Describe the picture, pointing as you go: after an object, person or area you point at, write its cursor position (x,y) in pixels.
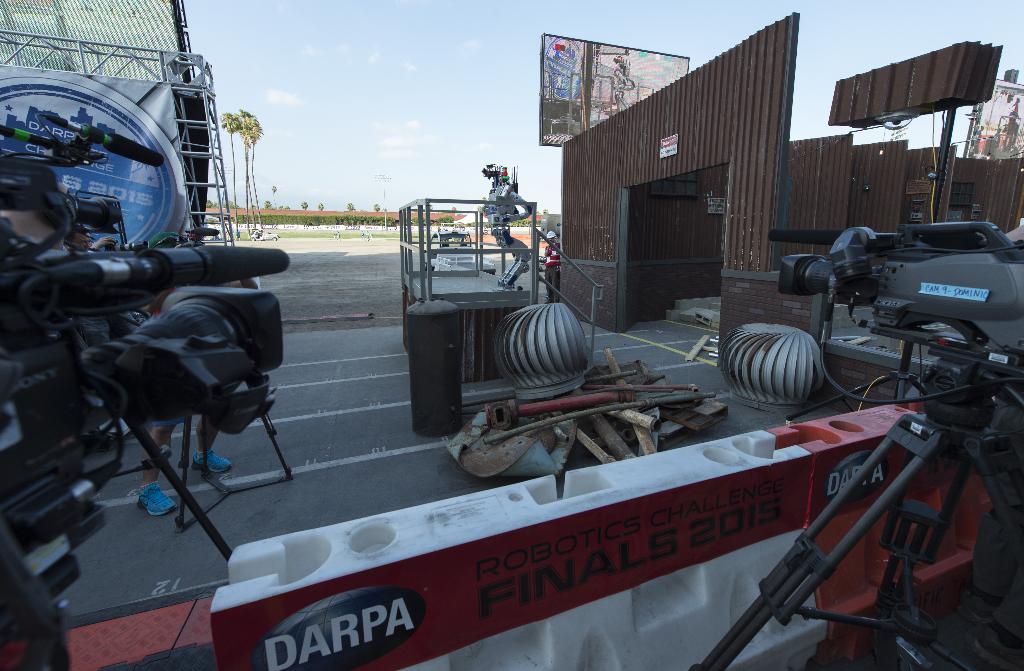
This is an outside view. At the bottom (887,607), I can see two camera stands (942,363). In the middle of the image (483,354) I can see a robot (505,217) on a metal stand (467,296). Beside this few sticks (619,430) and some other metal objects (505,365) are placed on the ground (379,457). On the right side (803,176) there is a garage (789,189) and I can see two boards (583,101). On the left side (152,109), I can see a banner (114,159) which is attached to the metal rods (169,71) and I can see some text (99,175) on the banner (113,181). This is looking like a shooting spot. In the background (271,215) there are many trees (246,139). At the top (318,62) I can see the sky (346,53).
